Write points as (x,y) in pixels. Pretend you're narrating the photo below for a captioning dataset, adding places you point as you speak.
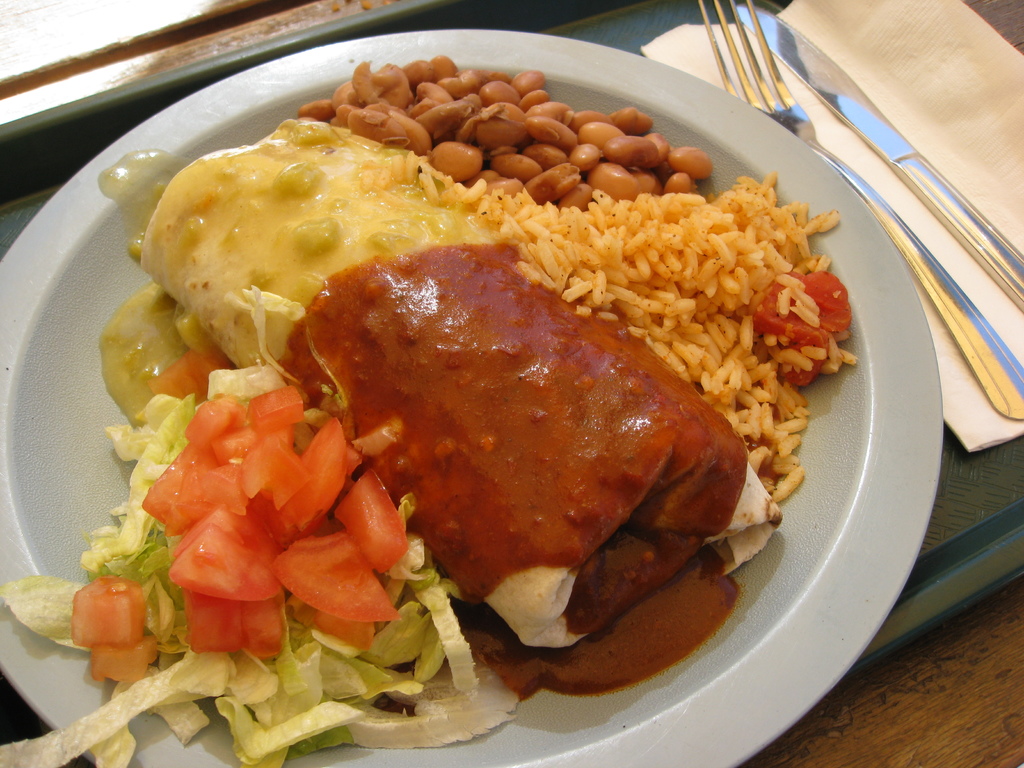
In this image I can see a plate (892,423) in which cut vegetables (295,569), rice (629,241), burrito (402,334), sauce (455,270) and beans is kept in a tray (993,494) on the table (833,695). This image is taken may be in a room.
